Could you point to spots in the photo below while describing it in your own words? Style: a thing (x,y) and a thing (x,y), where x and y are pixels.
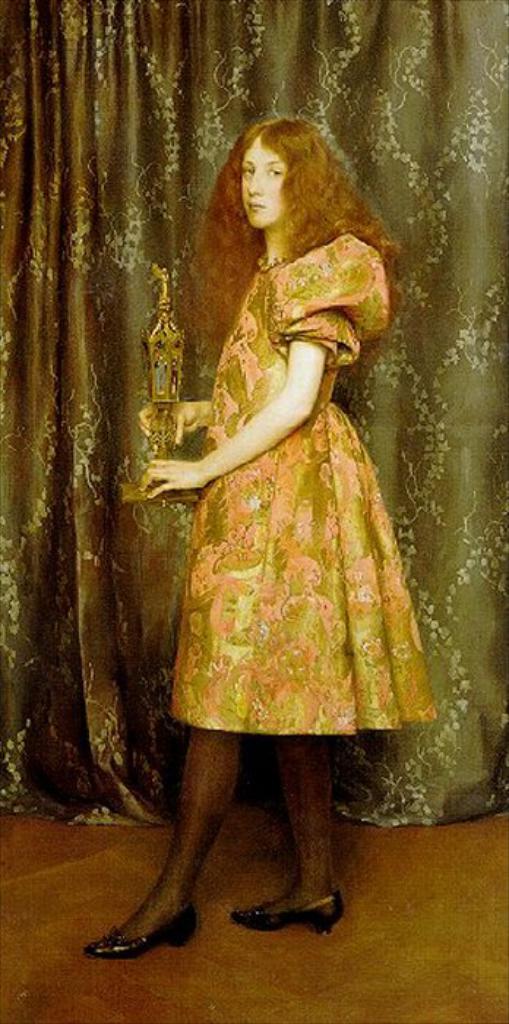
In the picture we can see a woman (347,583) standing on the floor (181,994) and wearing a dress (252,620) and holding an object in the background (408,137), we can see a curtain (165,67) with some designs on it.
